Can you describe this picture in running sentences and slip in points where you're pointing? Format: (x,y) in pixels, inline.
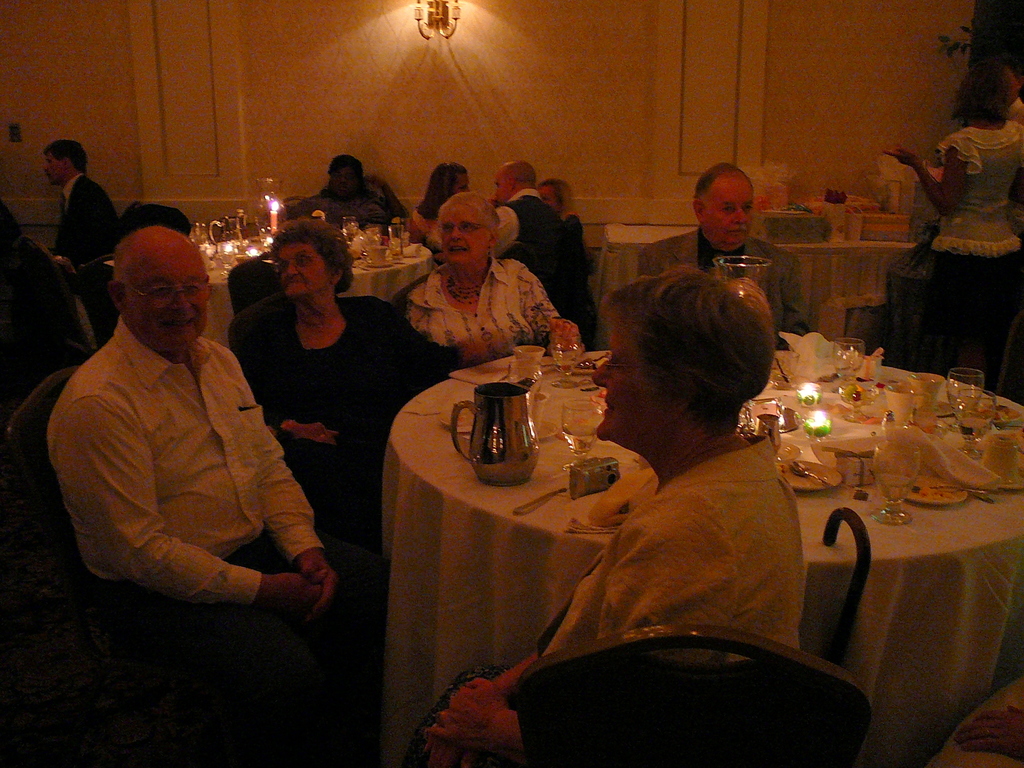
In this picture, There are some tables (935,559) which are covered by a white color cloths (900,529) on that table (931,524) there are some glasses (877,450) and there are plates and there are some bottles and there is a jug (484,451), There are some people (800,560) sitting on the chairs (638,636) around the tables (489,663), In the background (400,86) there is a white color wall (369,69).
